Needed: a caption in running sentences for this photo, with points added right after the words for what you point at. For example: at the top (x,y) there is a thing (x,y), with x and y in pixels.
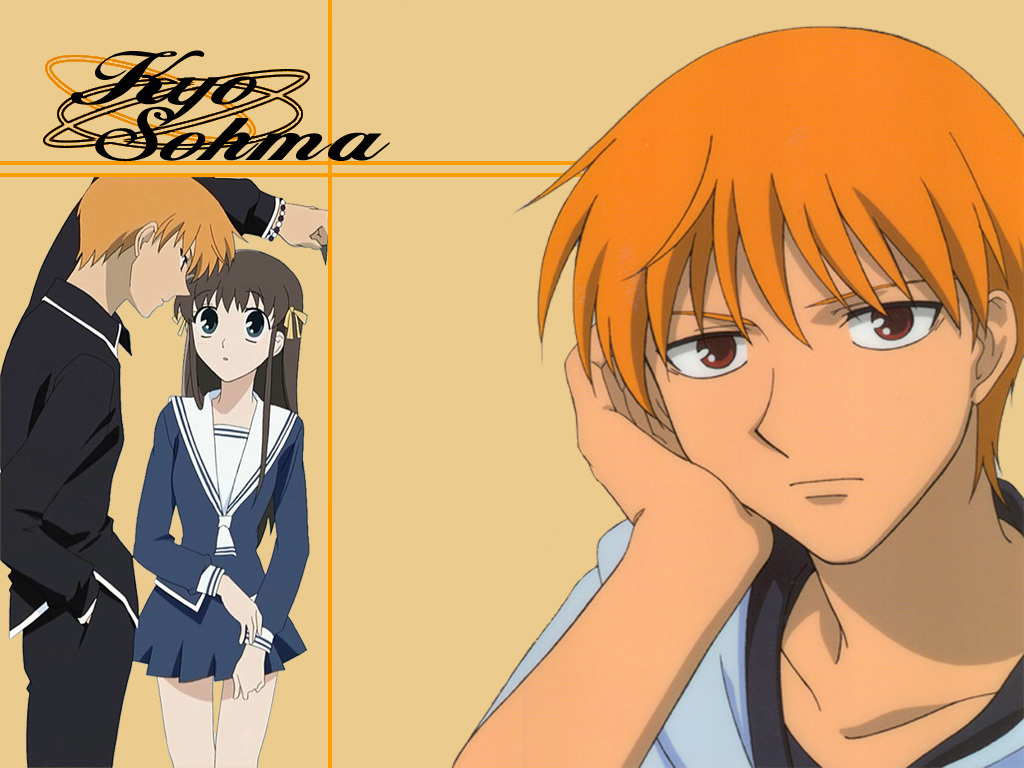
In this image I can see depiction of few people (241,230) and here I can see two of them (70,607) are standing. I can also see yellow colour in background (445,272) and here I can see something is written. I can also see orange colour lines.
